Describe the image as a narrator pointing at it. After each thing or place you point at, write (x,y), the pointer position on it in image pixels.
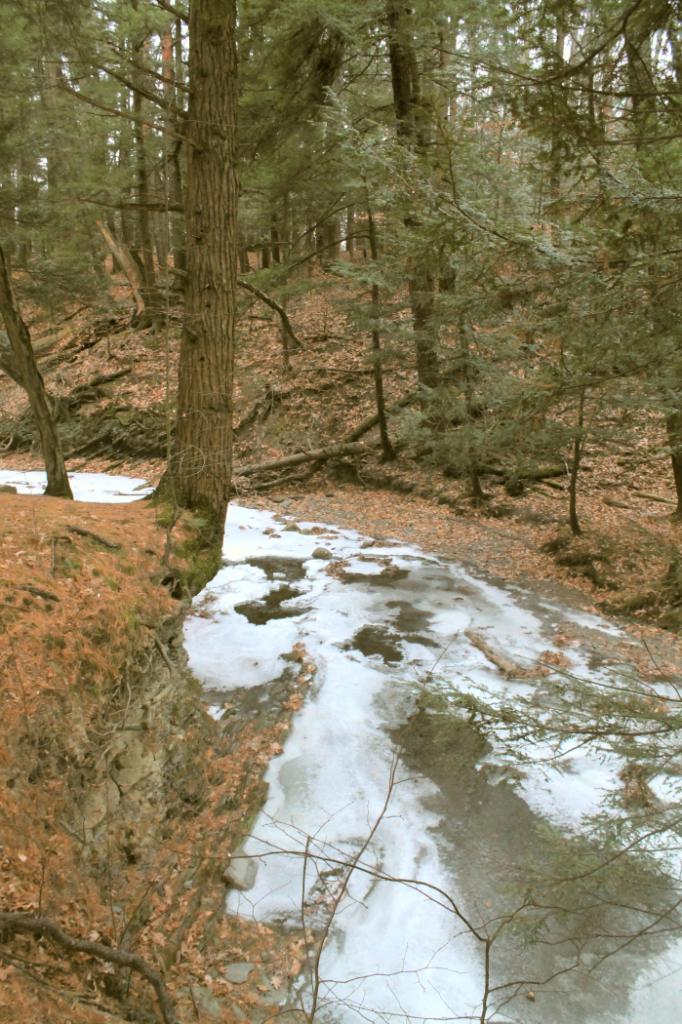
In this picture we can see water (449,756) on the ground (184,693) and in the background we can see trees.
